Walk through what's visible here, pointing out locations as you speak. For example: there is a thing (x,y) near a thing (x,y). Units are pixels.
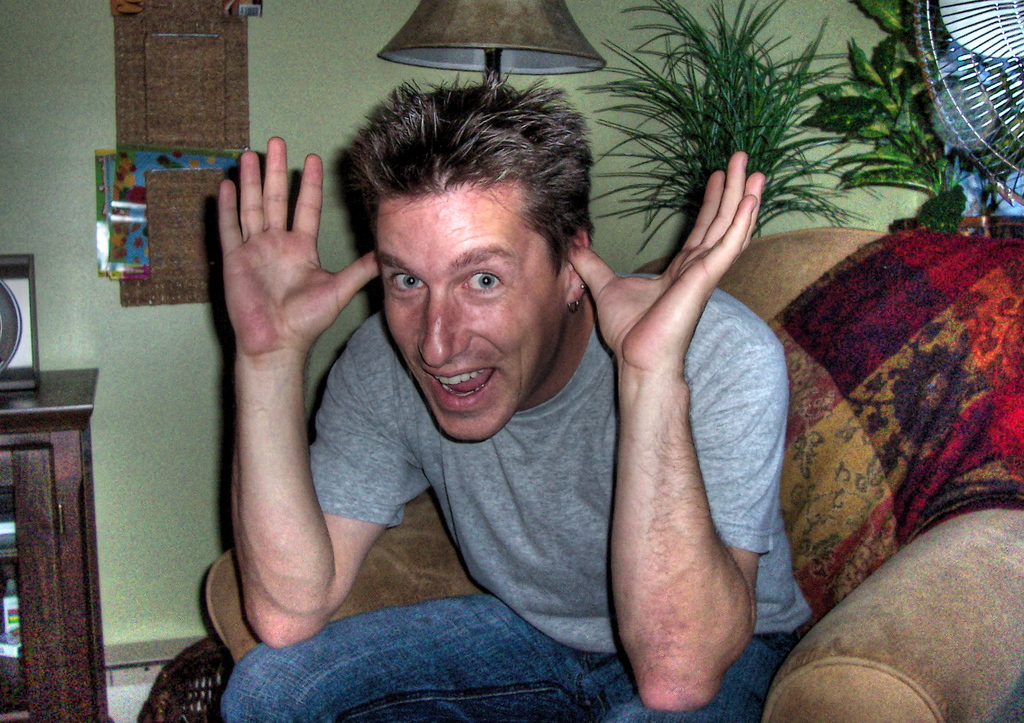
In the foreground of this image (507,551), there is a man (533,642) sitting on a sofa (891,588) with open mouth (489,379) and palms (676,292). In the background (970,82), there is a table fan (940,116), plants (740,109), lamp (487,53), a wall hanging (185,71), table (76,467), an object (25,360) on the table (69,378) and a wall (88,154).
